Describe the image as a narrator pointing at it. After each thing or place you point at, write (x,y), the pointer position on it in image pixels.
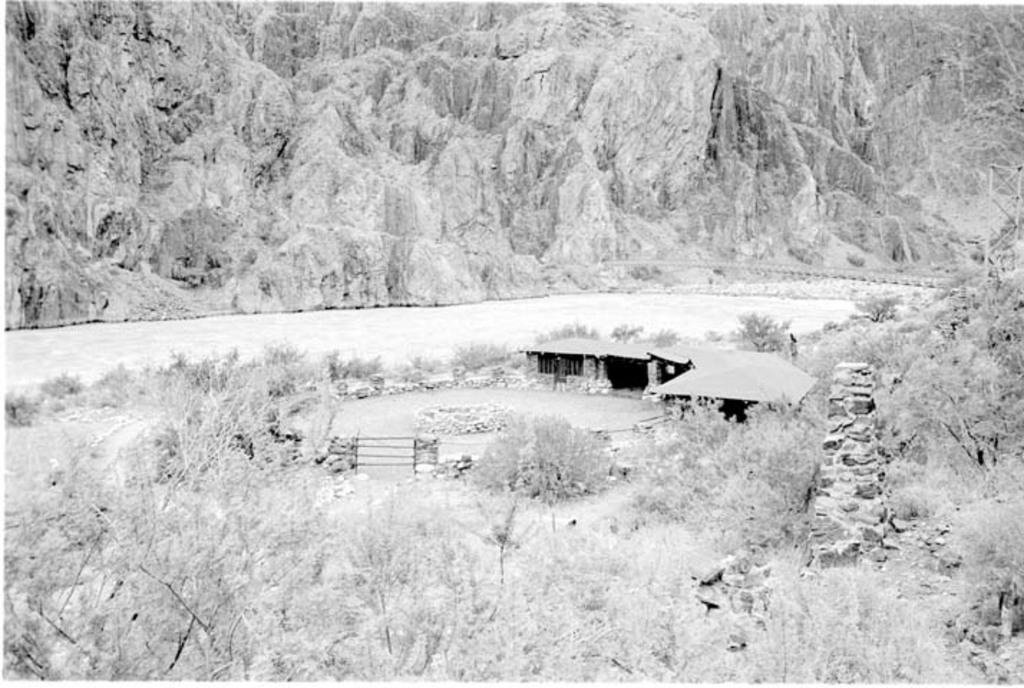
In this image we can see hills (446,149), trees (916,376), sheds (760,370), water (201,350) and plants (158,385).
